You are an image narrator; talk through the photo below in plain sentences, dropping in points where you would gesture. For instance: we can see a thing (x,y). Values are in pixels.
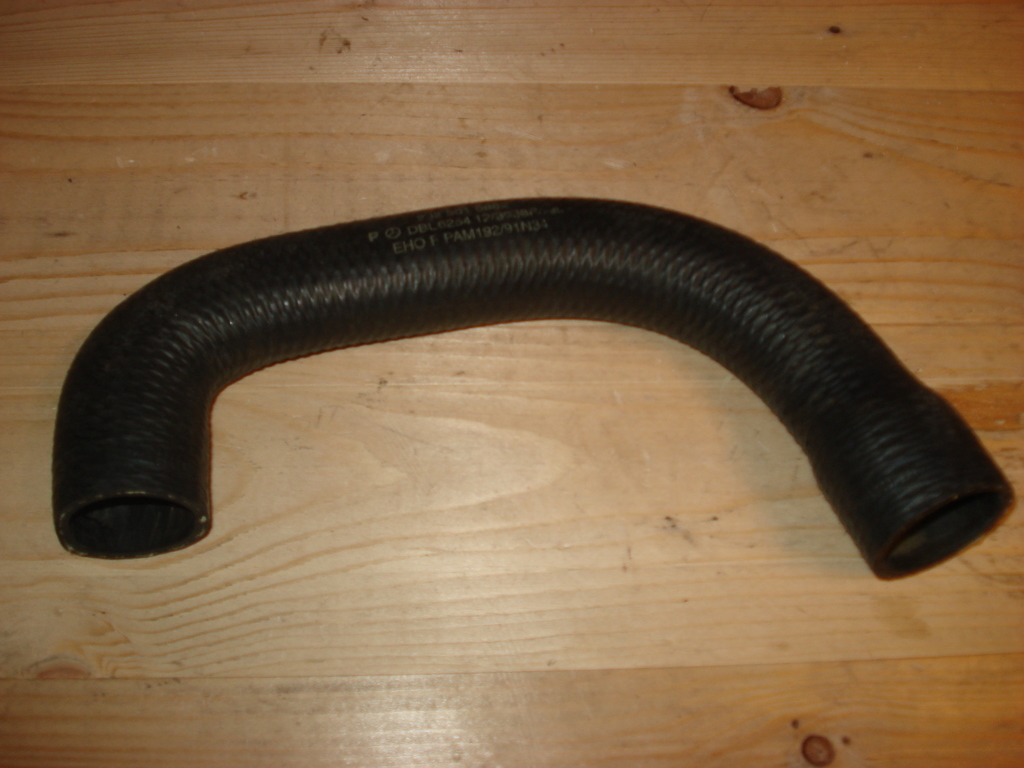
In the image there is a wooden surface (821,126). On the wooden surface (220,741) there is a black tube (488,222) with something written on it.
